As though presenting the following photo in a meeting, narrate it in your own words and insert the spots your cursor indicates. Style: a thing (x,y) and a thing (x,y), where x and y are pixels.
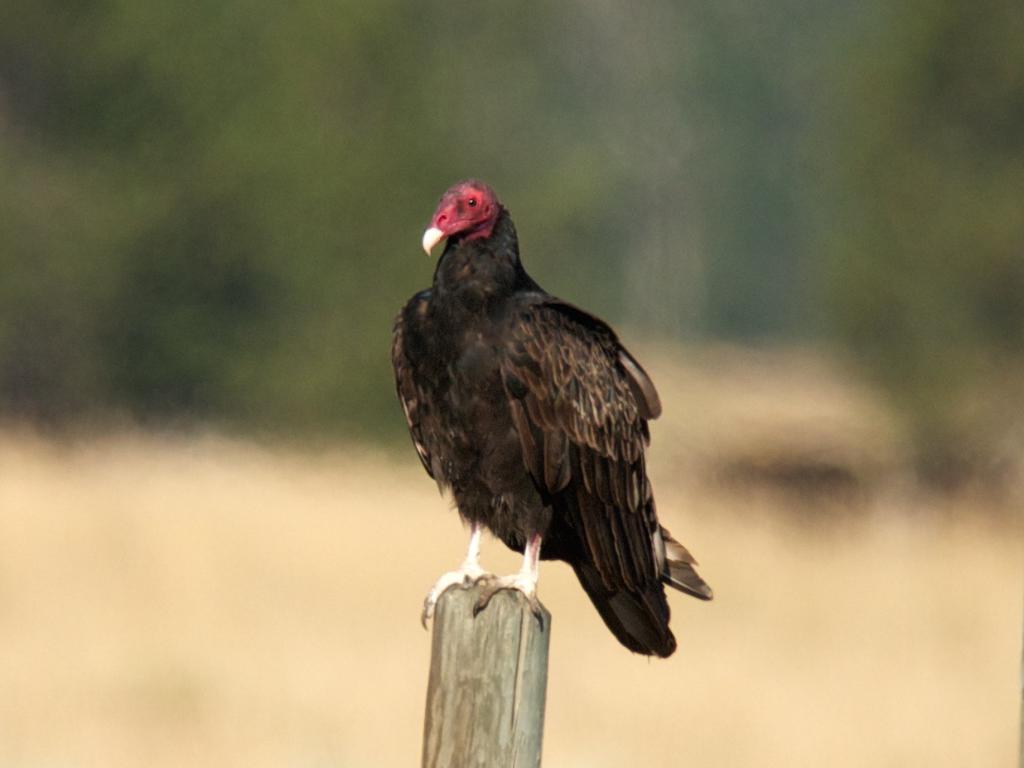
There is one bird (525,509) standing on a wooden thing (518,675) as we can see in the middle of this image (507,435).
